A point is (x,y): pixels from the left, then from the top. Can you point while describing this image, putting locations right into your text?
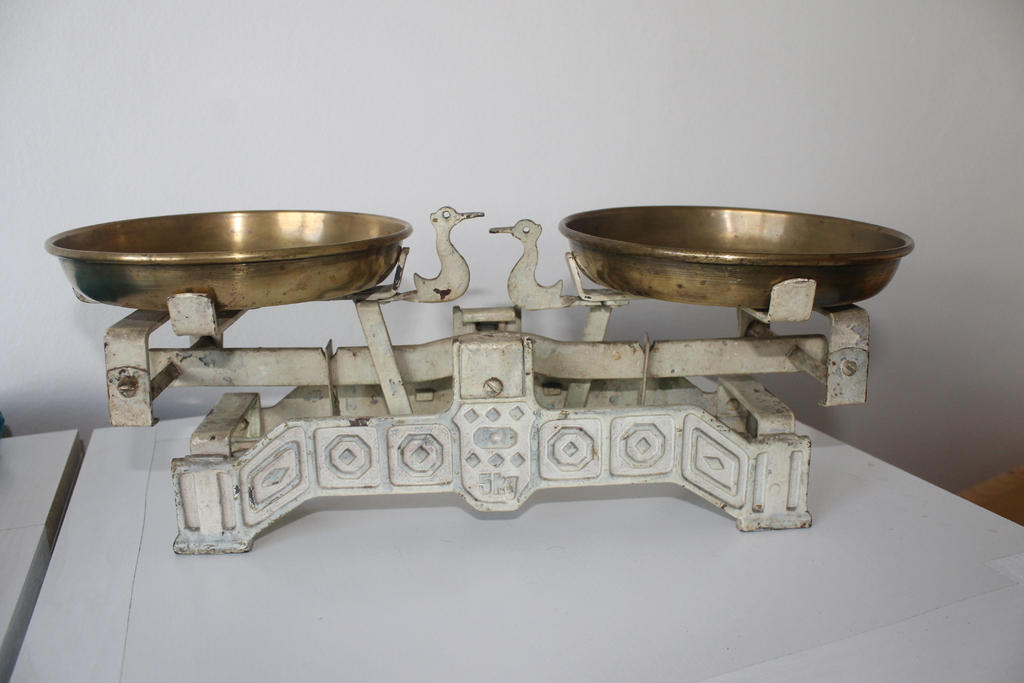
In the center of the image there is a weighing machine (854,236) on the table (86,636). In the background of the image (637,125) there is wall (318,79).
